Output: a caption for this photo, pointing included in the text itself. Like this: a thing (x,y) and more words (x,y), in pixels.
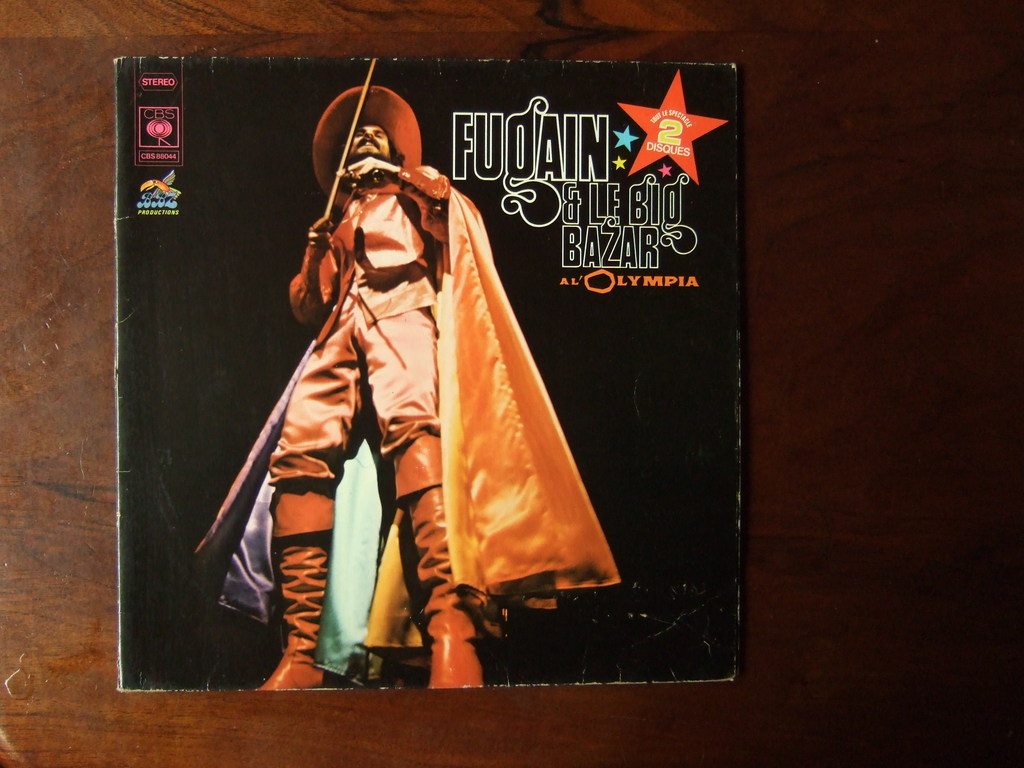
In this image I can see the cover (310,396) of the record (286,398). On the record (286,398) I can see the person (325,368) with brown color dress (328,430) and hat (319,155). The person (339,152) is holding the stick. I can see something is written on it.
